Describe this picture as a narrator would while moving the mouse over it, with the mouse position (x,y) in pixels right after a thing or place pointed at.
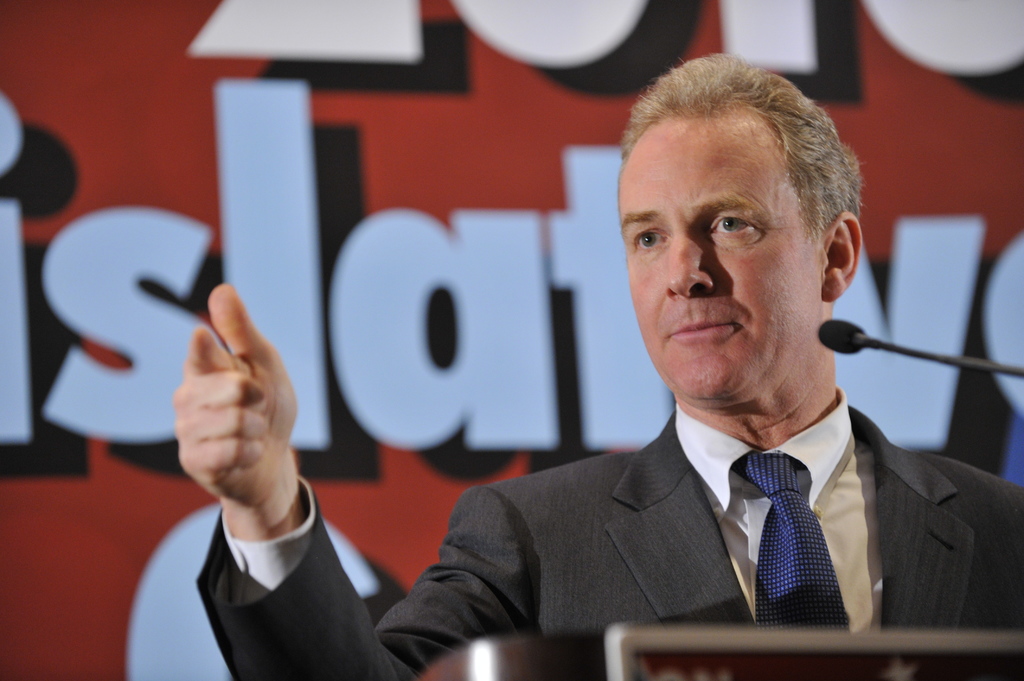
In this image on the right side (745,453) there is a person (616,520) visible, in front of podium (561,641), there is a mike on the right side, in the background (82,109) may be there is the wall (56,89), on which there is a text (274,158).
